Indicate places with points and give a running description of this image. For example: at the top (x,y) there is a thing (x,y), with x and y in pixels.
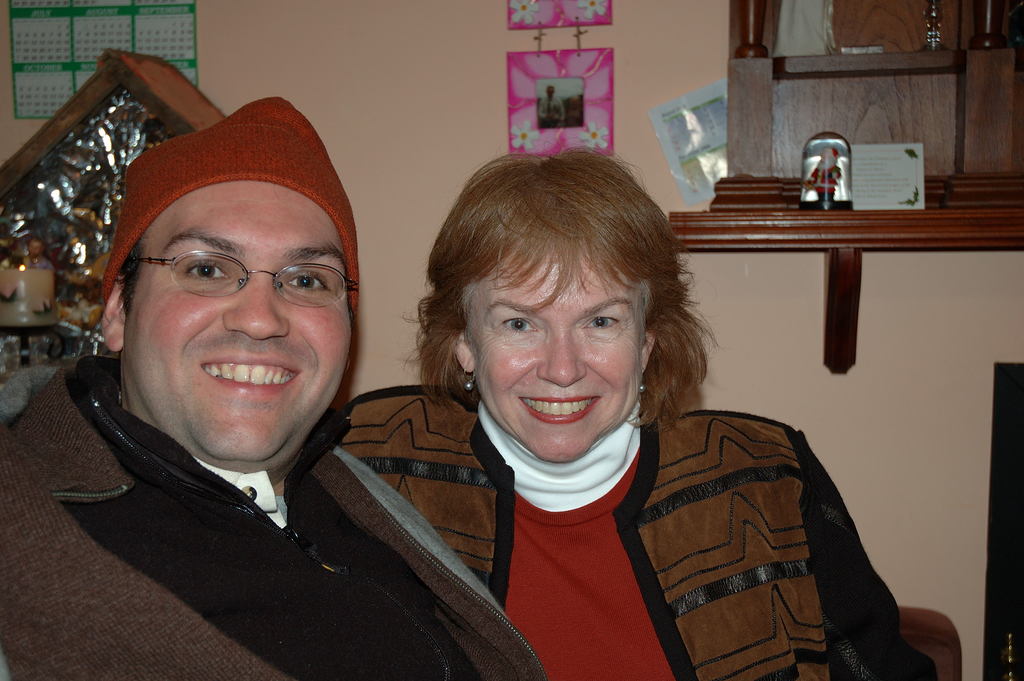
As we can see in the image there is a wall (386,153), photo frame (559,134) and two people (504,507) sitting over here.
